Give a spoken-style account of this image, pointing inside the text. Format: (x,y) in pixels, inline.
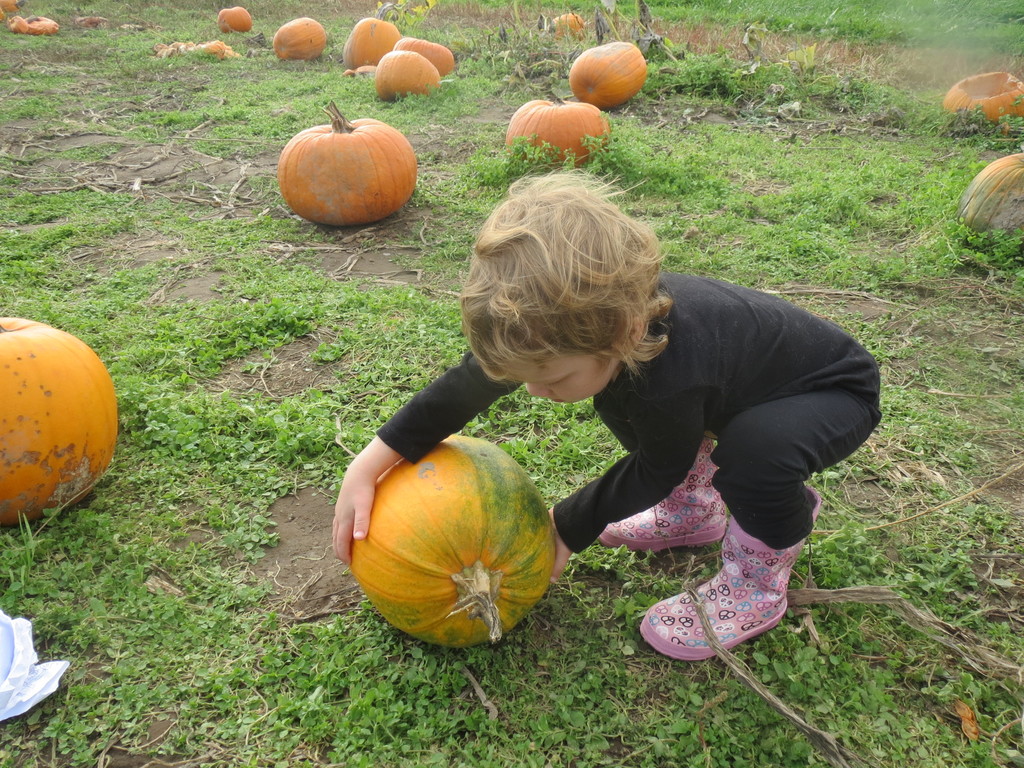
In this image I can see the person (577,532) is holding the pumpkin (379,517). In the background (138,37) I can see few pumpkins (562,116), grass (479,216) and few sticks (94,175).
